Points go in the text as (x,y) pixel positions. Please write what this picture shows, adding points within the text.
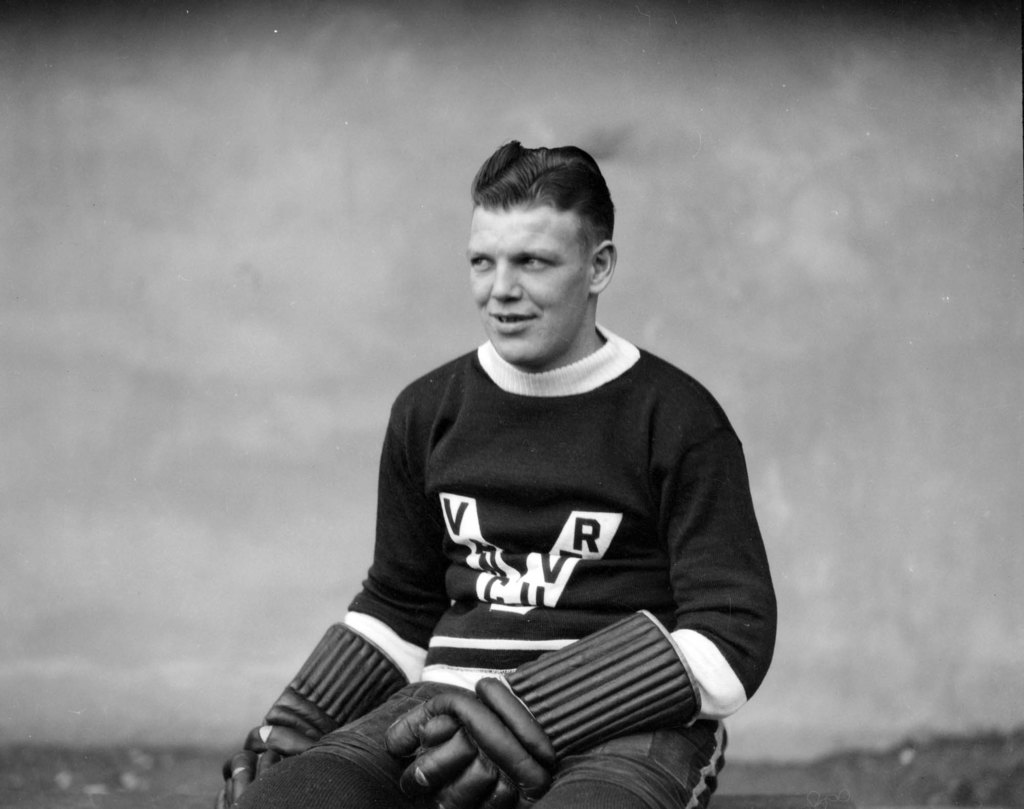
In this picture we can see one person (447,532) is sitting on a bench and he is wearing gloves (461,746).
